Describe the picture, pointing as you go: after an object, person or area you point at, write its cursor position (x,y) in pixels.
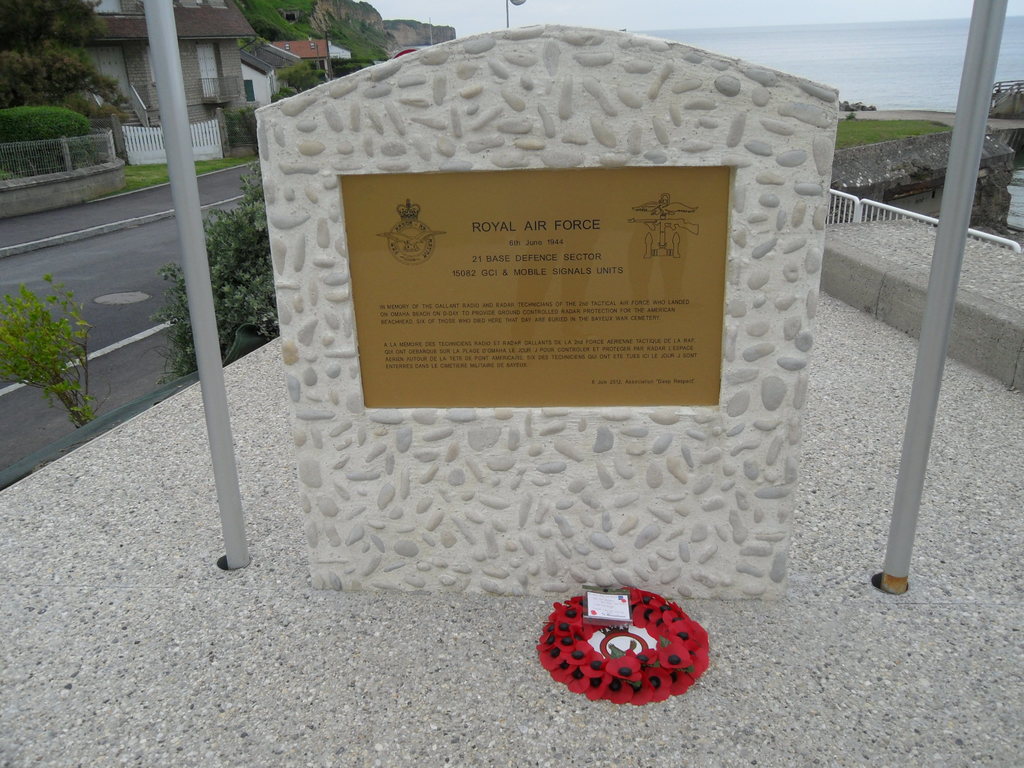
In the front of the image (622,434) there are poles (979,105), memorial stone (361,395), board (616,243) and an object (572,601). Something is written on the board (576,282). In the background of the image (192,40) there are houses (236,47), trees (37,26), plants (182,297), railings (68,139), road (171,208), grass (900,130), sky (549,3) and objects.
